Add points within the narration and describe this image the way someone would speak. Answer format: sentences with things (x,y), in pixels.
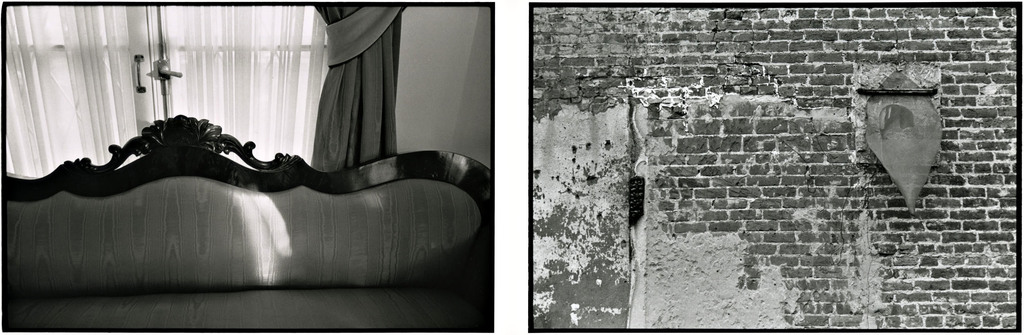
There are two images. Here we can see a sofa (316,204), curtain (320,99), door (157,73), and a wall (407,109). And there is a wall (737,268).
